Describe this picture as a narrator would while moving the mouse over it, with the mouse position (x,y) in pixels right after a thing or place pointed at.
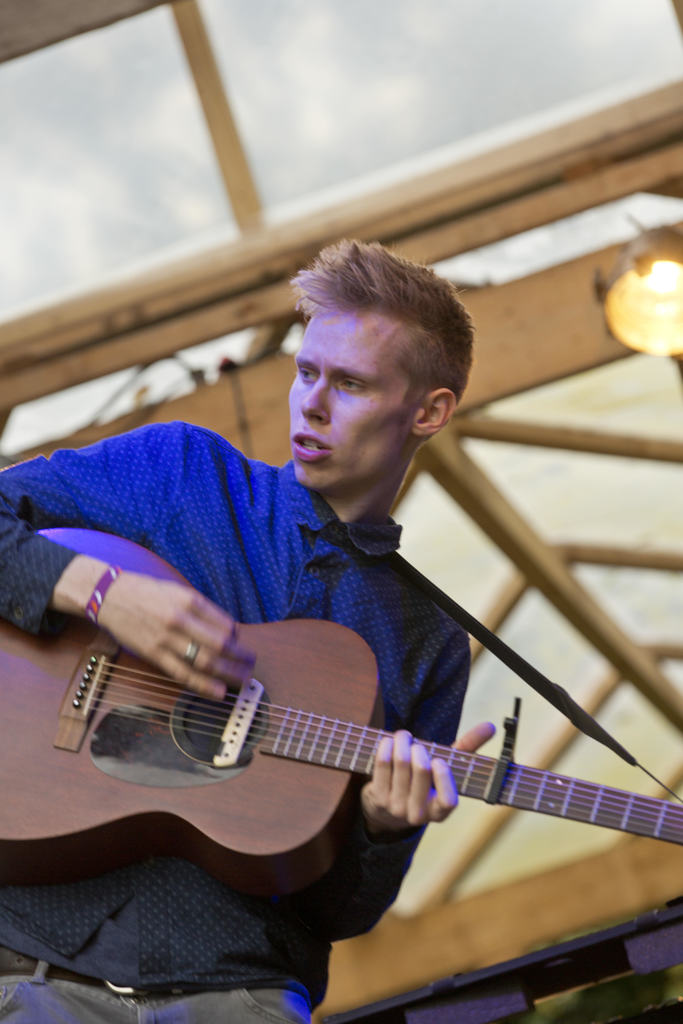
In this image, There is a boy (480,729) standing and he is holding some music instrument (24,762) which is in brown color, In the background (680,447) there are some yellow color block (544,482) and there is a light (655,295) in yellow color.
